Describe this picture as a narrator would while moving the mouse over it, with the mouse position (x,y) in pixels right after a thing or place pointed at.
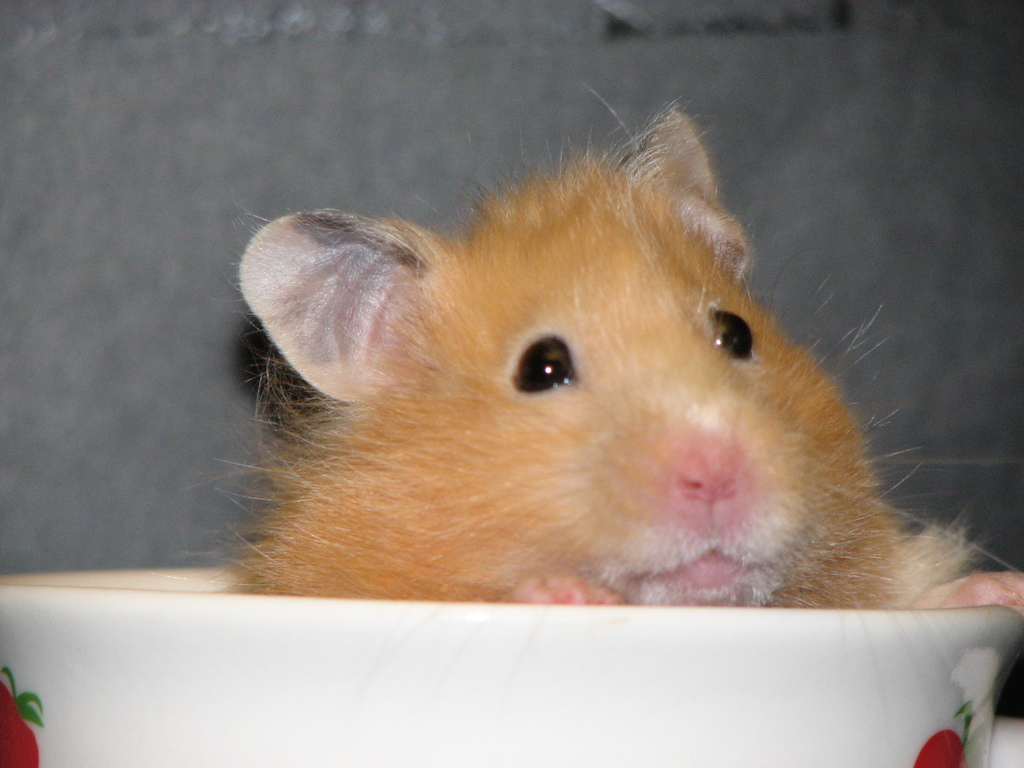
This is a picture of animal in the bowl (76,661) in the foreground (25,766) and the color of the bowl (6,695) is white color with some red design (3,716). And there is wall (11,108) in the background (15,87).
